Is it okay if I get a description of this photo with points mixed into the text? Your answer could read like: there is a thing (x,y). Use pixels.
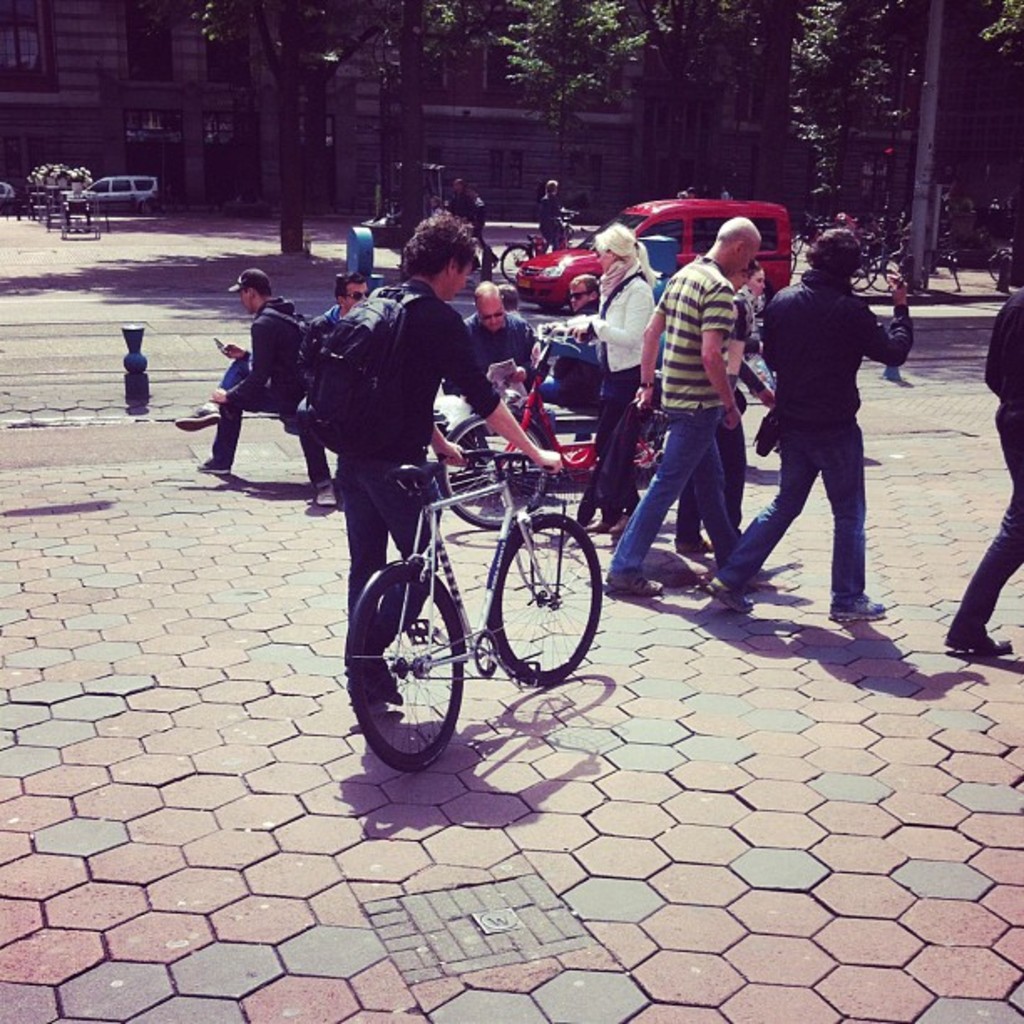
In this picture we can see people (1009,518), bicycles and vehicles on the road (644,848) and in the background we can see buildings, trees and some objects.
